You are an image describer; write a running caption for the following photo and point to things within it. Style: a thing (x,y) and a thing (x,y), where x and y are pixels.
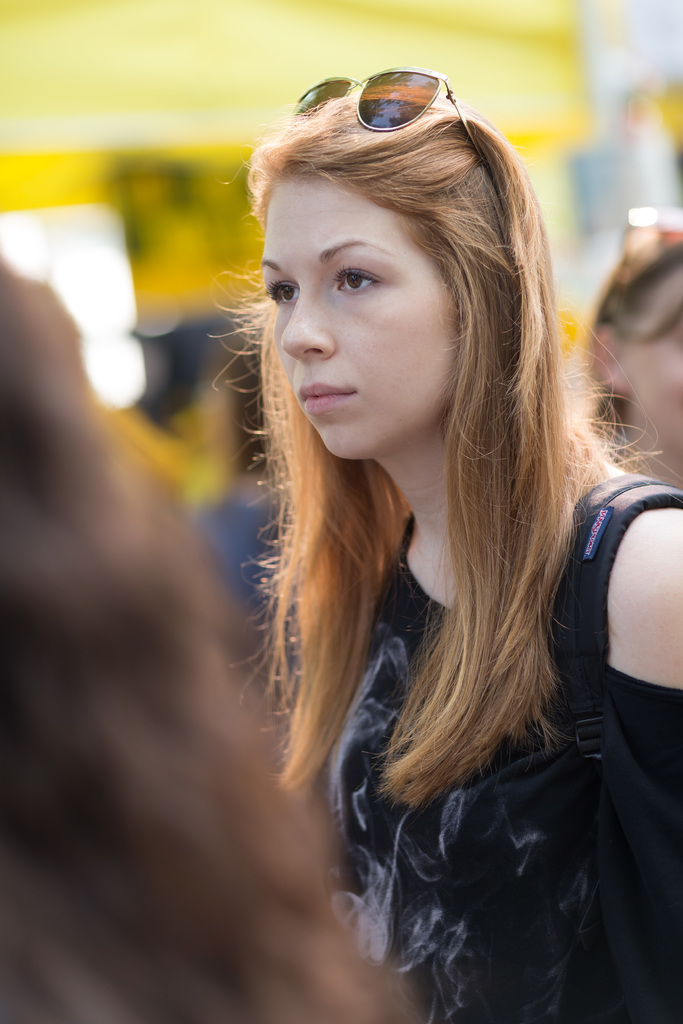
On the right of this picture (468,782) we can see a woman (506,770) wearing black color dress (502,778), backpack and seems to be standing and we can see the group of persons (208,393). In the background (218,44) there is a yellow color object (301,25) and we can see some other objects (641,145).
